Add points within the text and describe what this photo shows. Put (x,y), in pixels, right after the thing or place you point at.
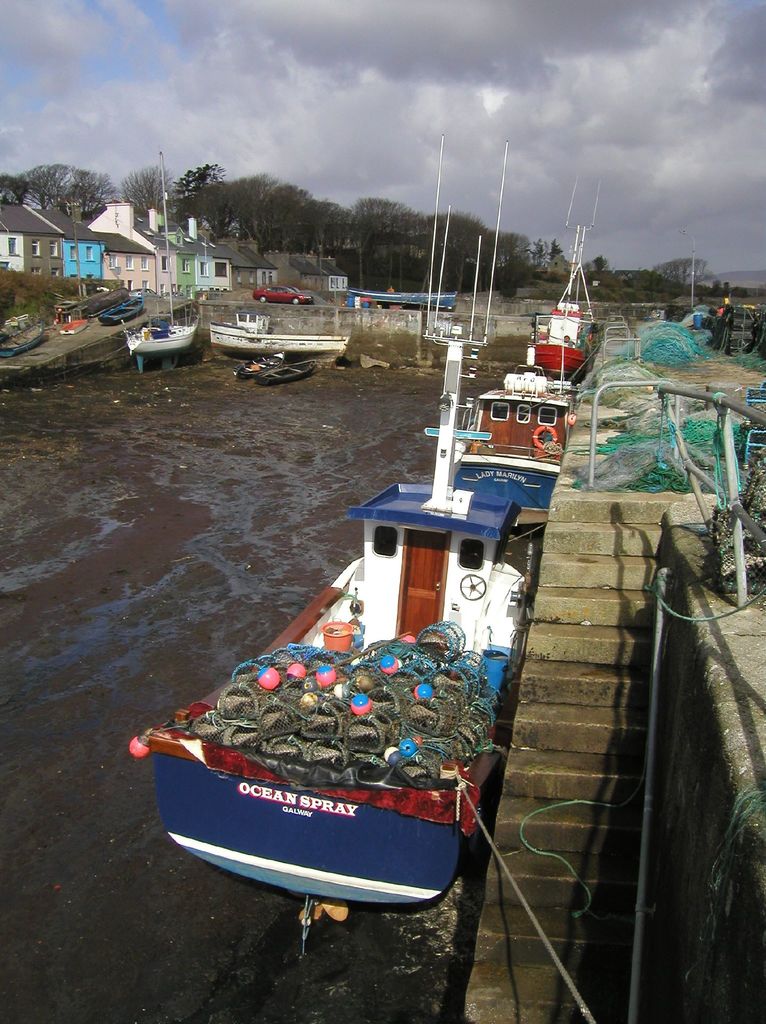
In this picture there are ships (466,612) and boats (240,343) in the image on the water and there are houses (247,251), trees (404,228), and poles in the background area of the image (290,215), it seems to be there is a bridge (639,601) on the right side of the image (585,649), on which there are nets (731,579).
